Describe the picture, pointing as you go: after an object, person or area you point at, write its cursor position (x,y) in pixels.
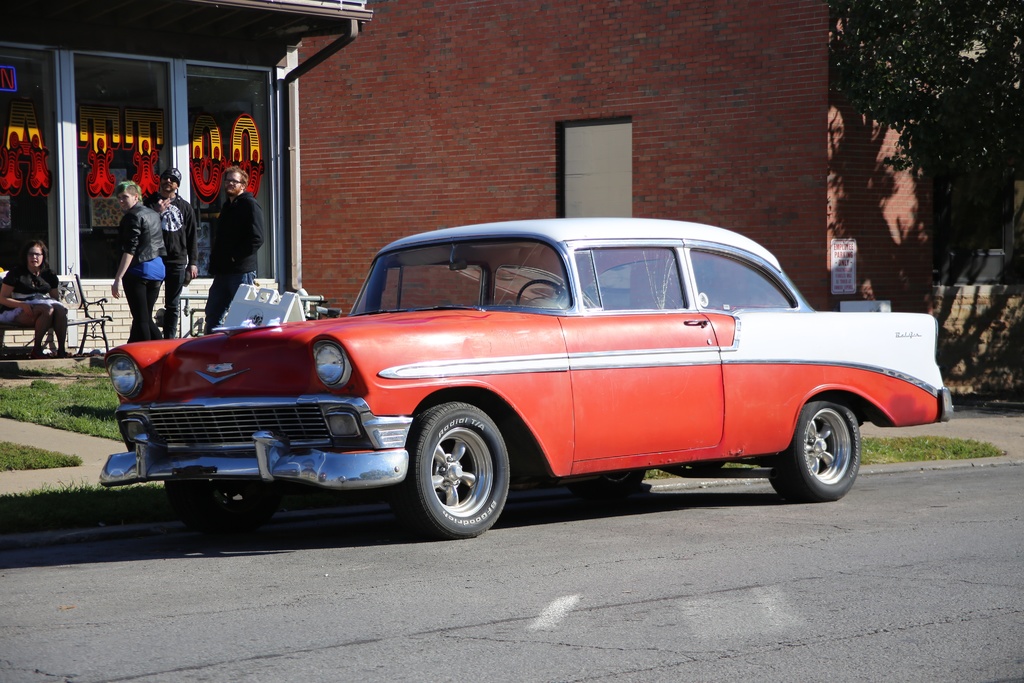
This image is clicked on the road (706,542). there is a car (502,384) parked on the road (694,558). Behind the car (409,377) there's grass (105,401) on the ground (947,439). In the background (581,164) there is a wall (452,85) of a building (215,86). To the left (130,139) there is text (130,139) on the glass walls (139,145). There are people (182,243) standing in front of the wall (117,301). There is a woman (50,321) sitting on the bench (65,305). to the right (957,117) there are leaves (932,108) of a tree (937,124).
